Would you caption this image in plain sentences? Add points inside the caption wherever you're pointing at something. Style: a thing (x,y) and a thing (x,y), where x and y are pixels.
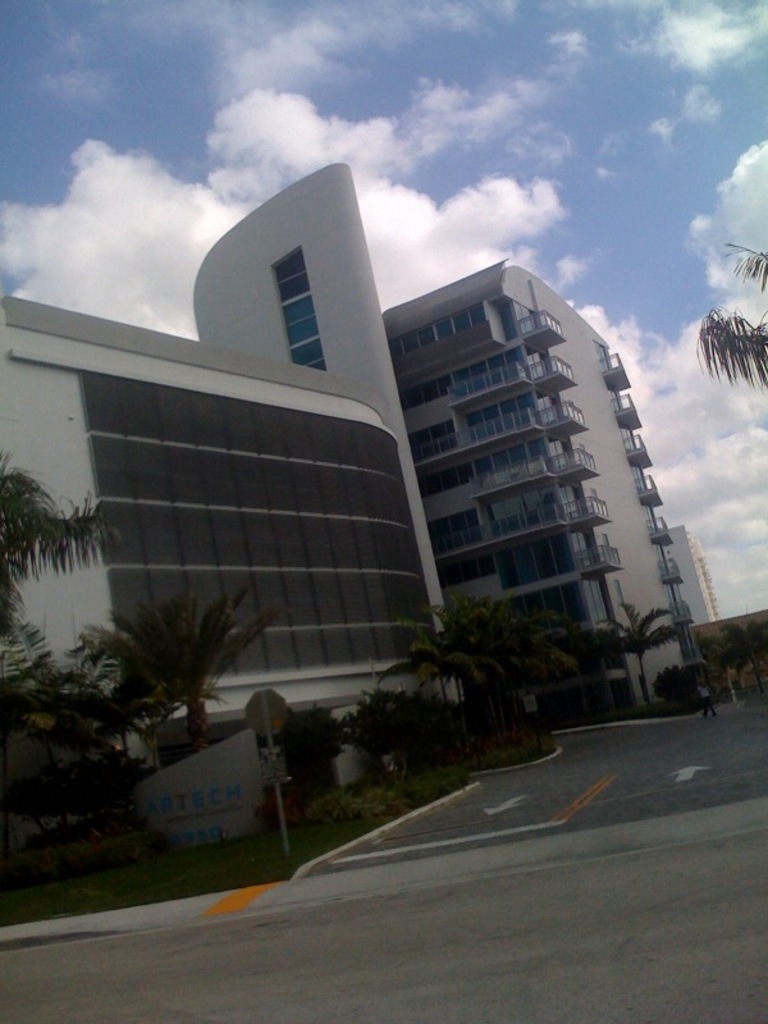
In this image we can see buildings (610,442), trees (534,624), poles (281,809), bushes (391,789), shrubs (380,798), ground (326,841), road (610,896), name board (225,792) and sky (591,214) with clouds (116,251).
